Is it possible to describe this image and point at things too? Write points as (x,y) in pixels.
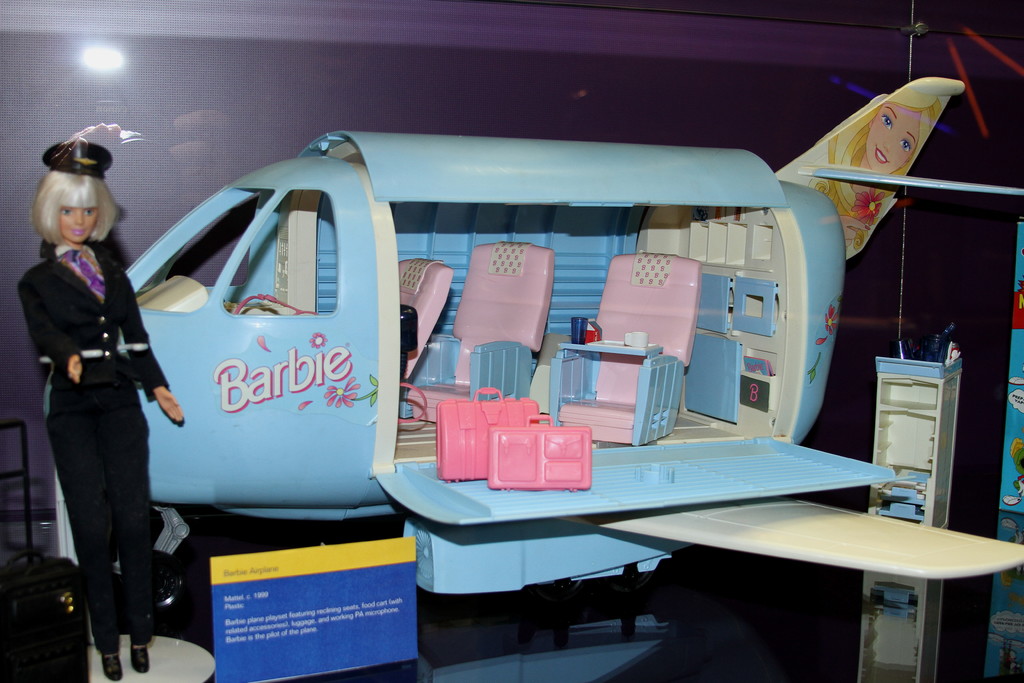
In the picture I can see an airplane toy (443,316) on the floor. I can see the plastic chairs (504,288) in the airplane (547,320). I can see a doll (50,281) on the left side (130,451).
